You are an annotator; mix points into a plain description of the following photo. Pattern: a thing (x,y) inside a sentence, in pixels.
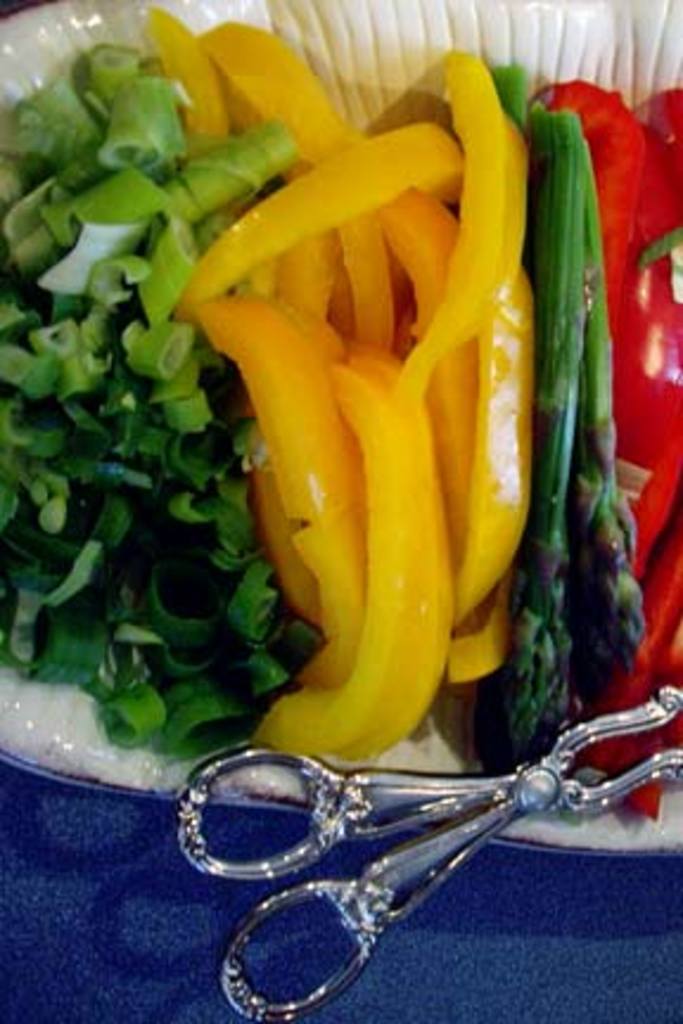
In this image there is colored surface (264,952) at the bottom (332,952). In front (325,224) there is food (311,645) in the bowl (120,779) and it looks like a metal object (533,806).
